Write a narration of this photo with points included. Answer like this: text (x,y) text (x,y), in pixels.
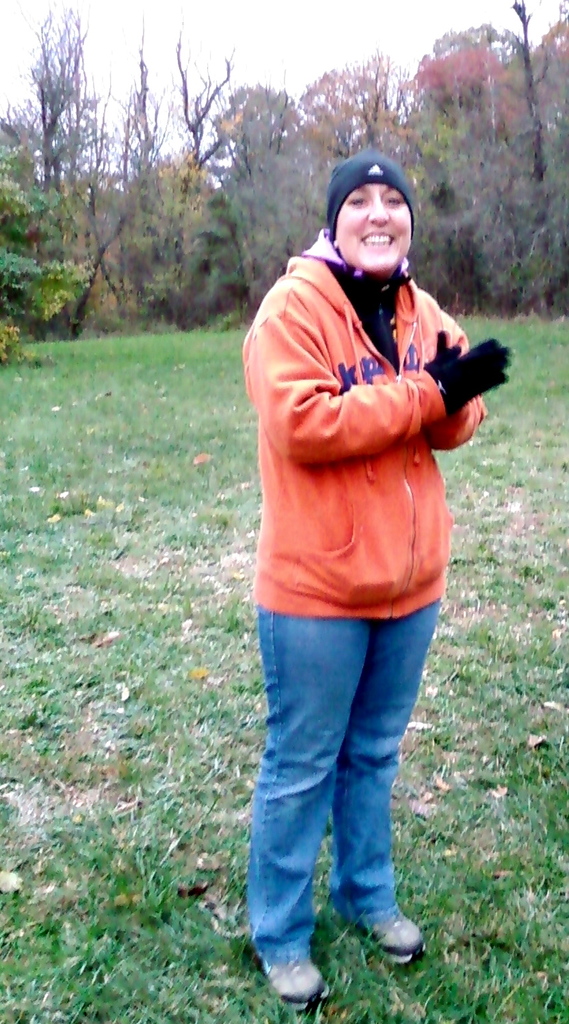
In this picture, we can see a person (333,878) on the ground (177,356), and we can see the ground (213,911) with grass (249,448), plants (11,188), trees (86,182) and the sky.
